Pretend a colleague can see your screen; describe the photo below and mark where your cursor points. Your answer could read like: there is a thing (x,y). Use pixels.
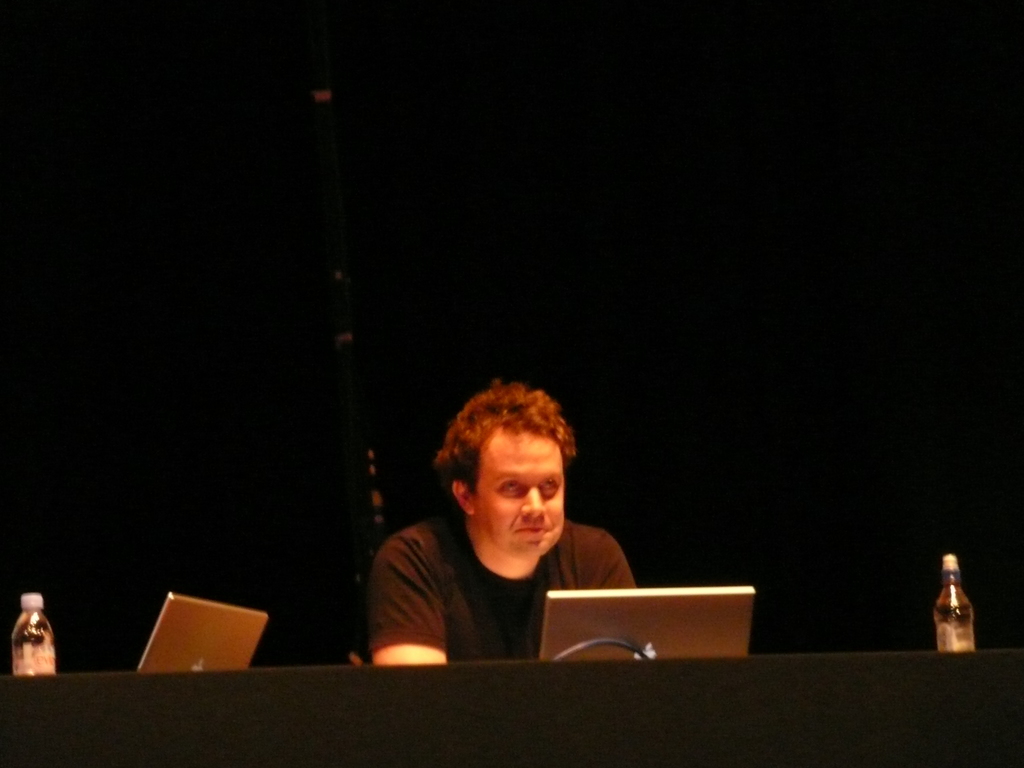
In the center of the image (523,509) we can see person (456,553) at the desk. On the desk (851,656) we can see water bottles (37,651), laptops (231,615). In the background (302,609) there is a wall (140,354).
